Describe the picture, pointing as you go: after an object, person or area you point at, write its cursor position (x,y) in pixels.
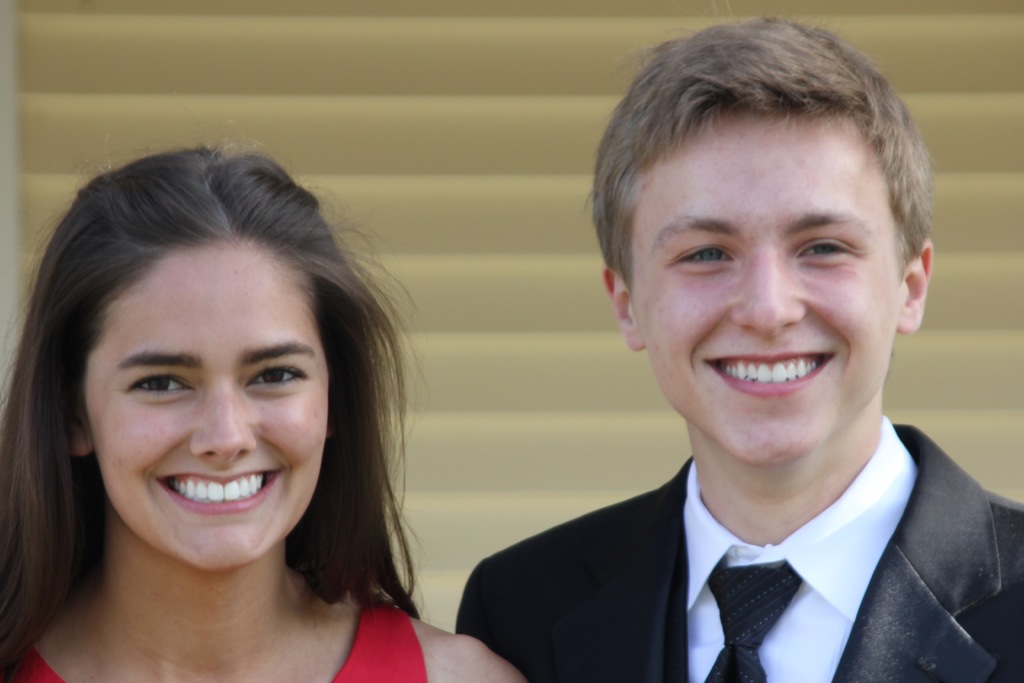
This is the man (515,573) and woman (239,506) smiling. In the background (370,139), that looks like a window shutter (538,107).
